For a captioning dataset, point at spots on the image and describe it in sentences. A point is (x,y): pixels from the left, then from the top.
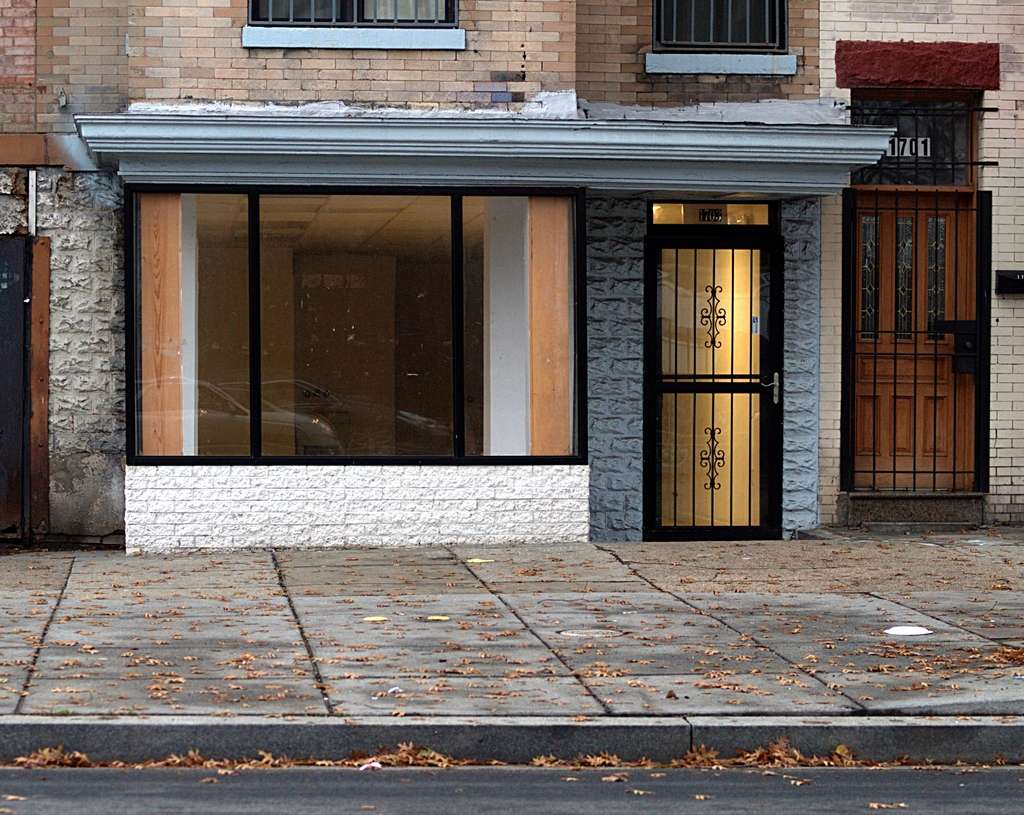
In this image there is a building (368,68) having few windows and doors (751,470) to it. Before it there is a pavement (487,584) having few dried leaves (176,674) on it. Bottom of the image (538,794) there is a road (564,789).
